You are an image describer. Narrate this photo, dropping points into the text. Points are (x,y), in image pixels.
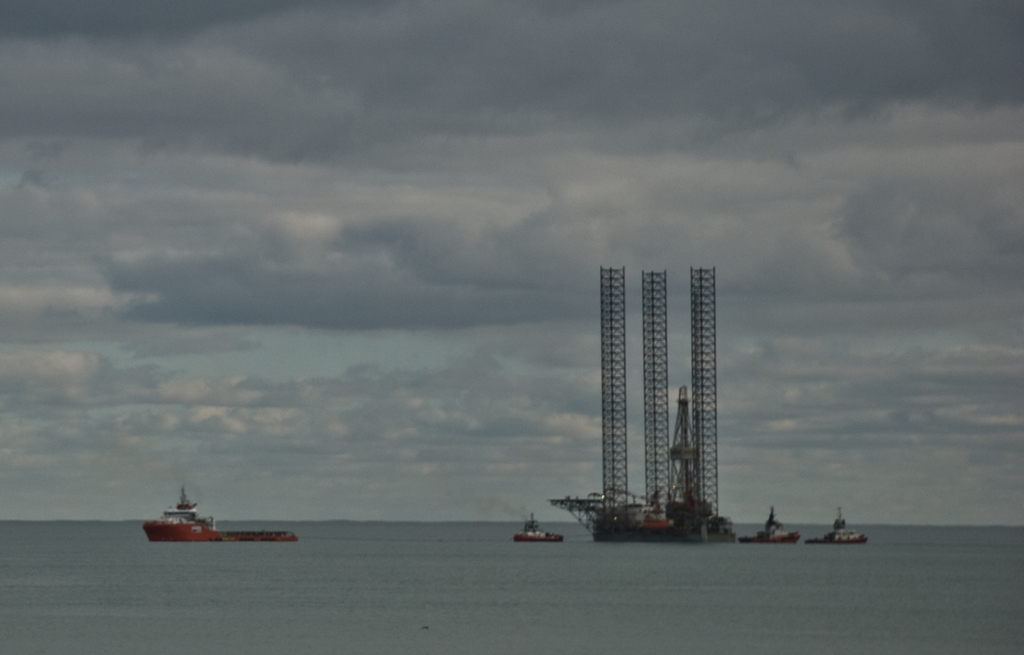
The picture consists of a water body (415,563). On the left (229,532) there is a ship (194,511). In the center of the picture (616,397) there are ships (767,535) and an oil refinery station (653,416). Sky (631,401) is cloudy.
